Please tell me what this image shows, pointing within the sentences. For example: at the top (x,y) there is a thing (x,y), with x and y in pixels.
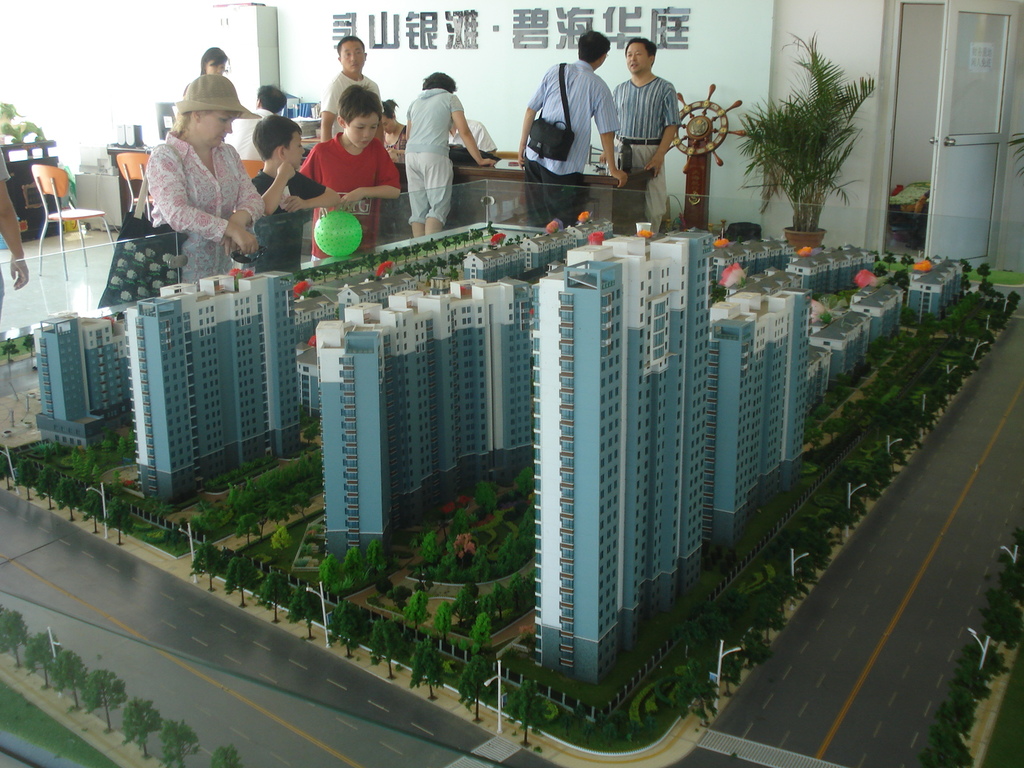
In this image there is a scale model (199,395), in the background (229,233) there are people (317,177) standing and there are chairs (73,210) and a table (469,170), behind the table (453,166) there are people (380,132) sitting and there is a wall (702,33), on that wall (827,24) there is some text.
